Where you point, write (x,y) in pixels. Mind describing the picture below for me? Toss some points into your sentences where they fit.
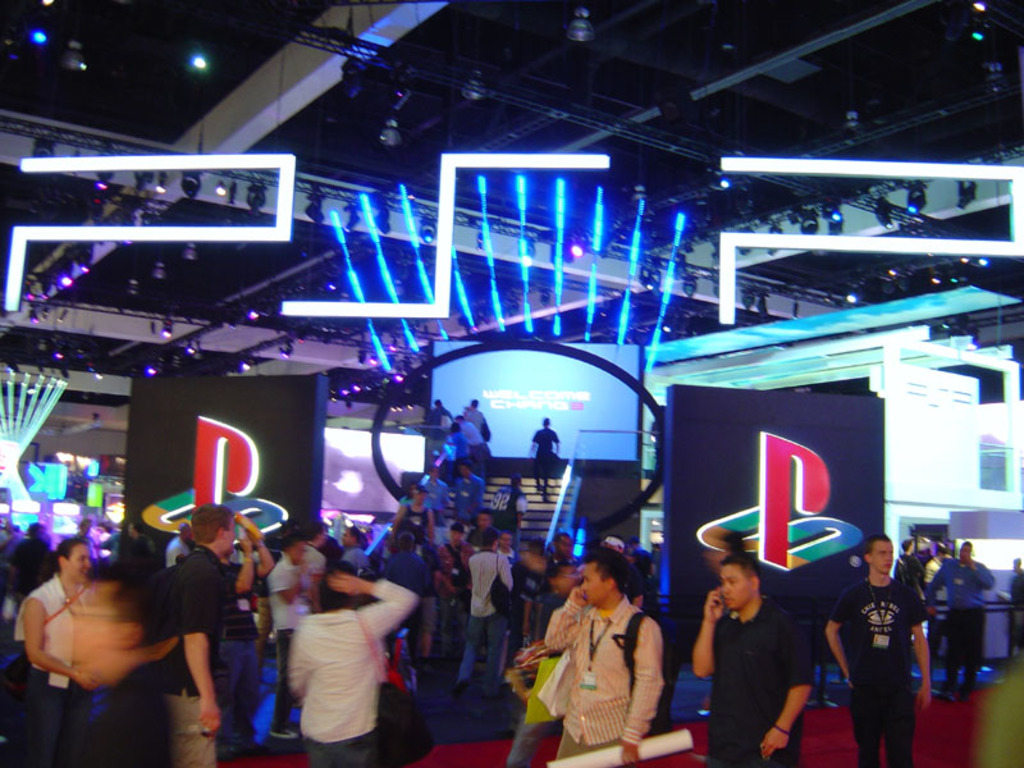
In this picture we can see some people (408,590) are standing on the floor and some people (515,487) are walking on the steps (497,481). Behind the people (220,571) there are boards (690,463) and it looks like a screen (561,385). At the top (282,234) there are lights (99,234) and trusses (157,332).
